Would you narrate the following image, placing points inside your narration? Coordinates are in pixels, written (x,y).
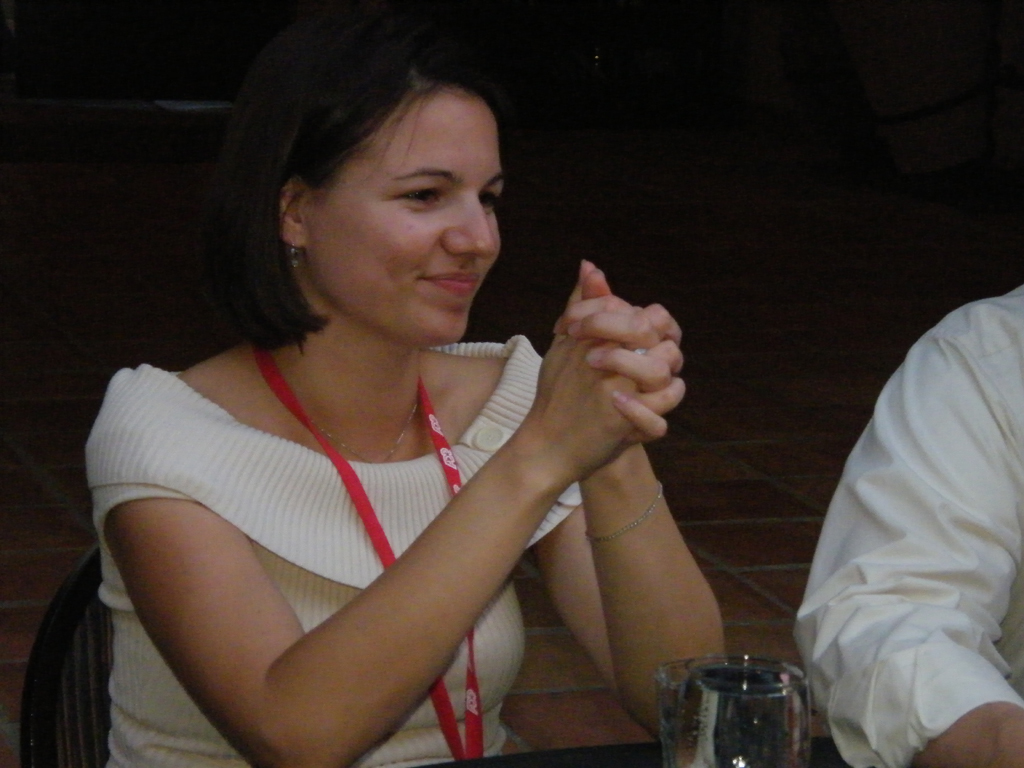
In this image we can see two persons (504,520) sitting on the chair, in front of them there is a table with glass (673,674) on it and background (128,232) is dark.
